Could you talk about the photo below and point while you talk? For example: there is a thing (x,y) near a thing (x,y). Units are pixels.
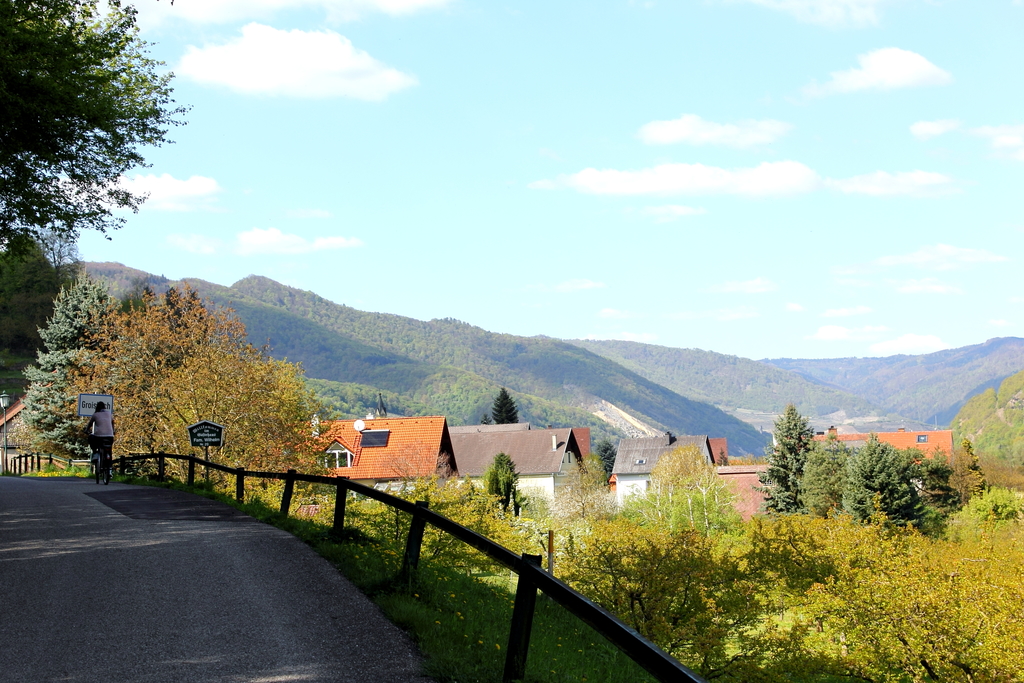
On the left side of the image (111,435) we can see a person (96,439) is riding a cycle (101,463) on the road (110,480). In the background (418,146), we can see the sky (460,149), clouds (763,183), hills (658,431), trees (704,456), houses (328,443), sign boards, one pole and fence (554,584).
